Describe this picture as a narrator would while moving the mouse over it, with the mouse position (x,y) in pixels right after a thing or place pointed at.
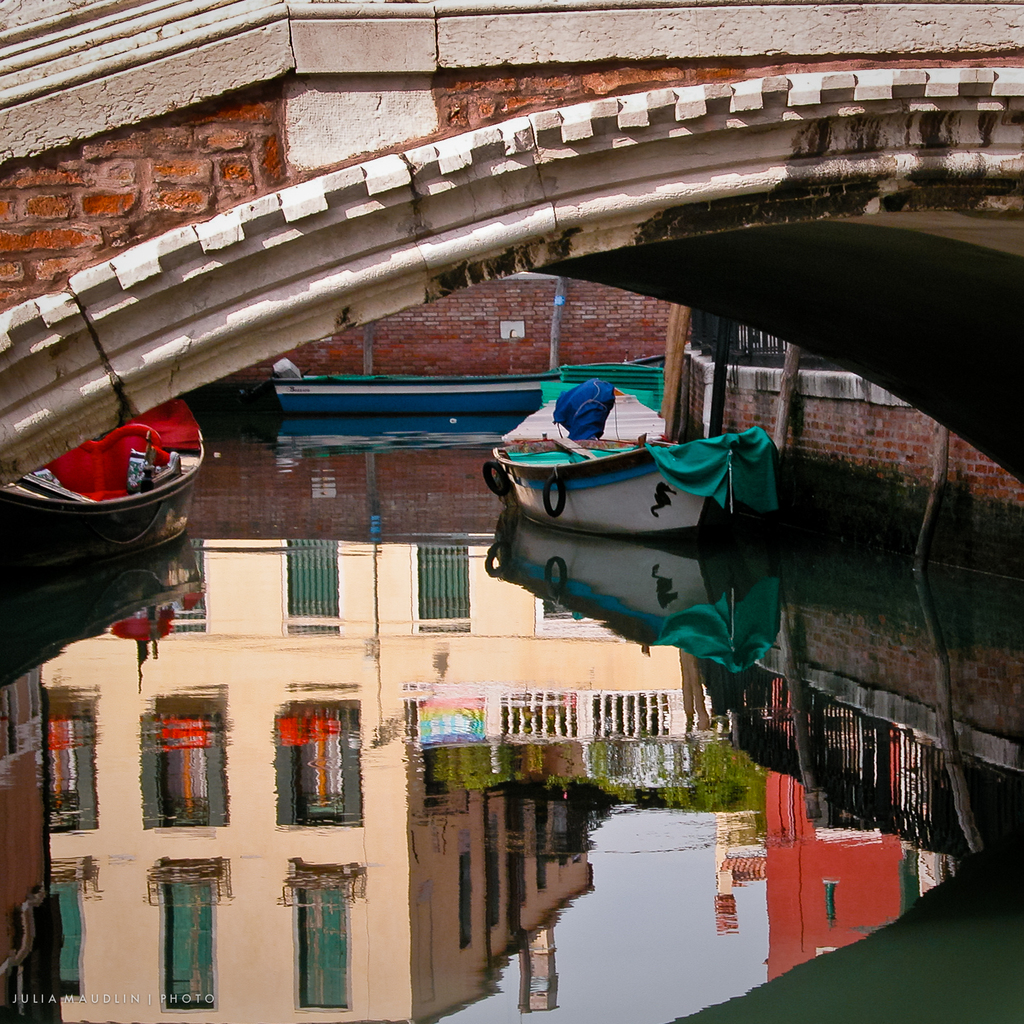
In this image there are boats (402,393) present on the water (574,818). At the top (255,118) there is a bridge (651,228). At the bottom (117,1000) there is a logo (131,1002).
